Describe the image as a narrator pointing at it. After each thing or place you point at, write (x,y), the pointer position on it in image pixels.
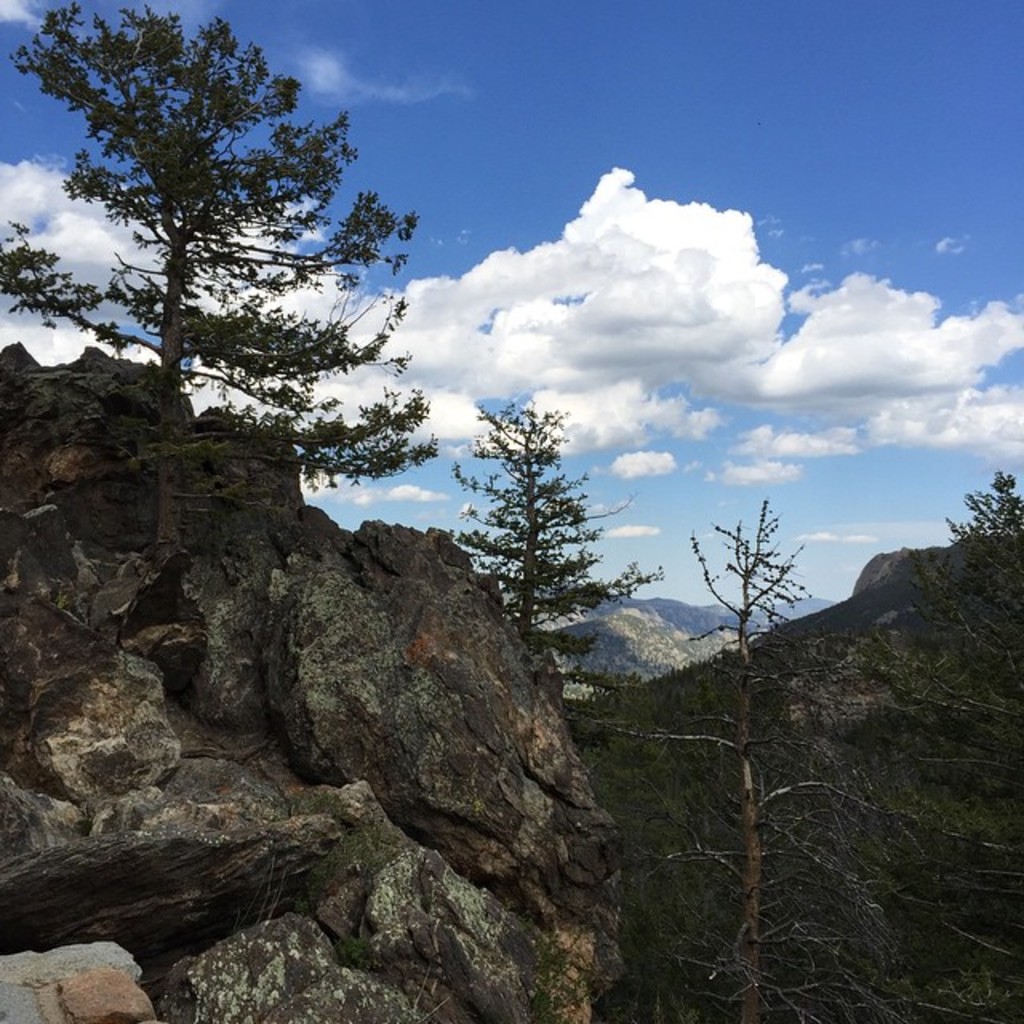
In this picture we can see trees (744,606) and rocks (240,522). In the background of the image (747,347) we can see the sky (734,382) with clouds (734,382).
